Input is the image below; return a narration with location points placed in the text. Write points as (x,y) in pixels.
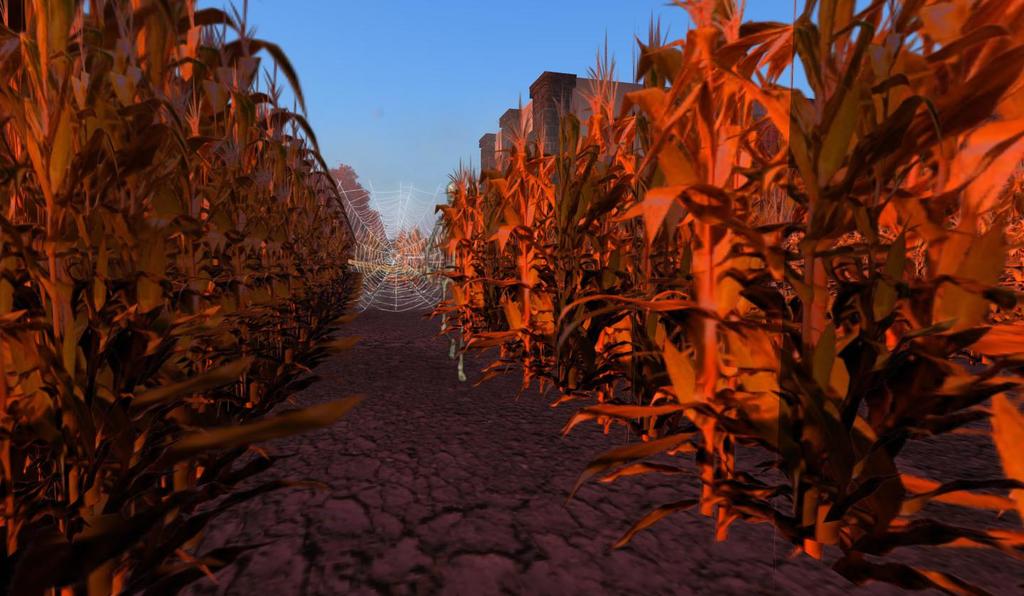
This image is an animated image. At the top of the image (381,75) there is the sky (459,66). At the bottom of the image (493,530) there is a ground (410,476). In the background (546,128) there is a building (542,120). In the middle of the image (376,240) there is a spider web (390,240). On the left (181,307) and right sides of the image there are many plants (536,214).
